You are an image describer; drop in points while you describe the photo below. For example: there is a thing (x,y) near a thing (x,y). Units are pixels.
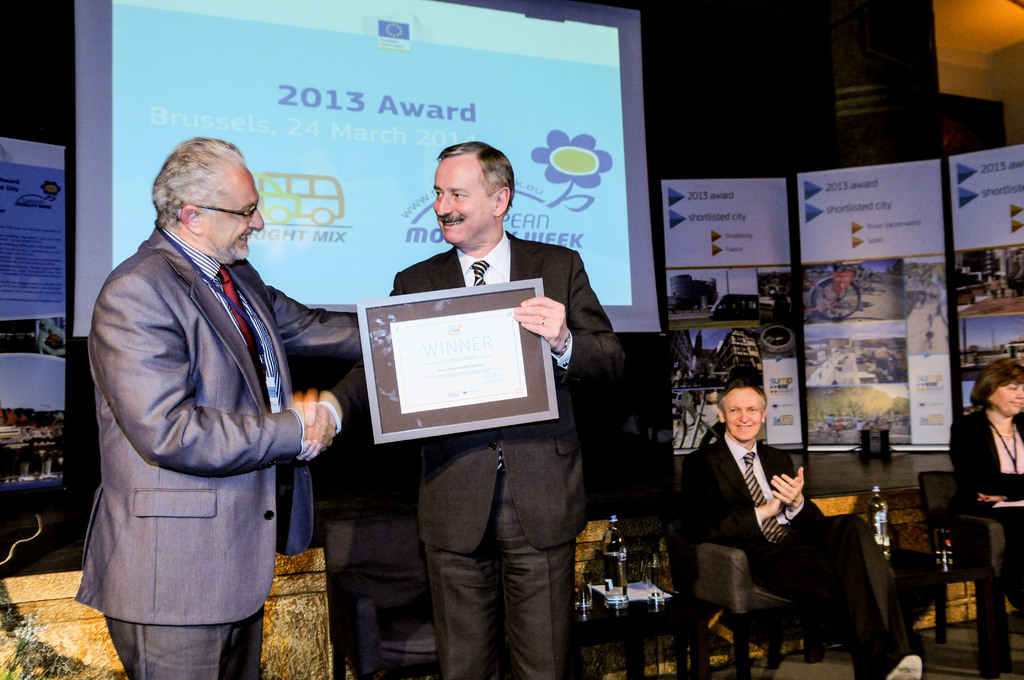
In this picture we can see there are two people (291,406) standing and a man (504,438) is holding an object (411,382). On the right side of the people (242,391) there are two other people (958,447) sitting on chairs (742,584) and there are bottles (614,561) and some objects (583,580) on the tables (618,610). Behind the people (309,489), there is a projector screen (316,230) and banners (894,247).
